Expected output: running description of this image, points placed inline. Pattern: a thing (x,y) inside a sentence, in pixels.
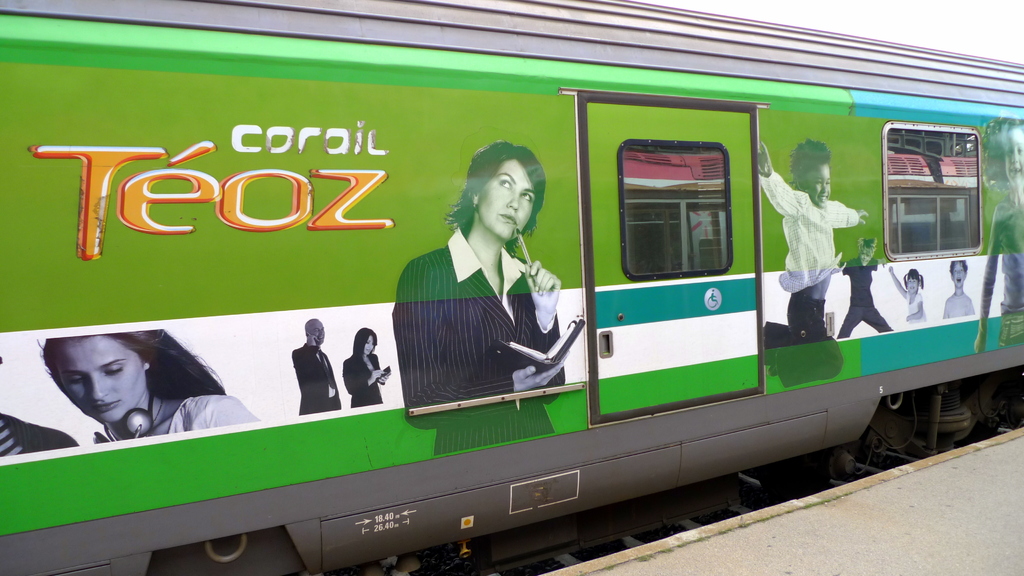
In the picture I can see a train (784,119) on the railway track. I can see the windows (943,145) of the train (650,258) and there is a painting (446,308) on the train (416,393). I can see the platform (871,483) on the bottom right side of the picture (900,511).
